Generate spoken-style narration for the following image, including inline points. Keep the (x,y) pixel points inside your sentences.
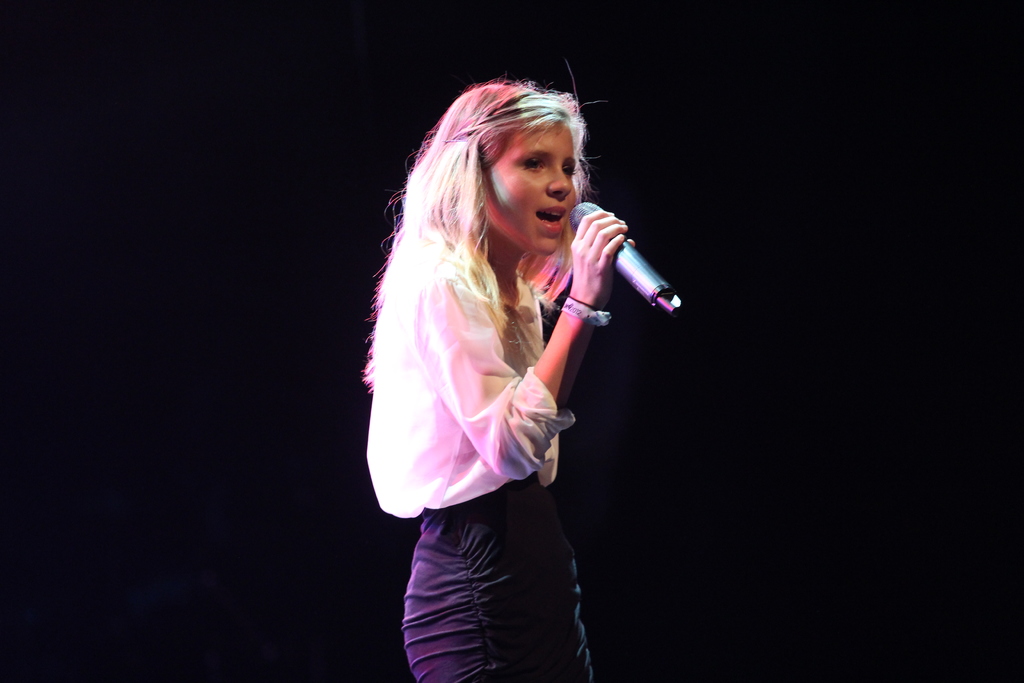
In this picture a lady (481,559) is singing with mic (647,280) in one of her hands (600,250), the background (787,483) is black in color.
